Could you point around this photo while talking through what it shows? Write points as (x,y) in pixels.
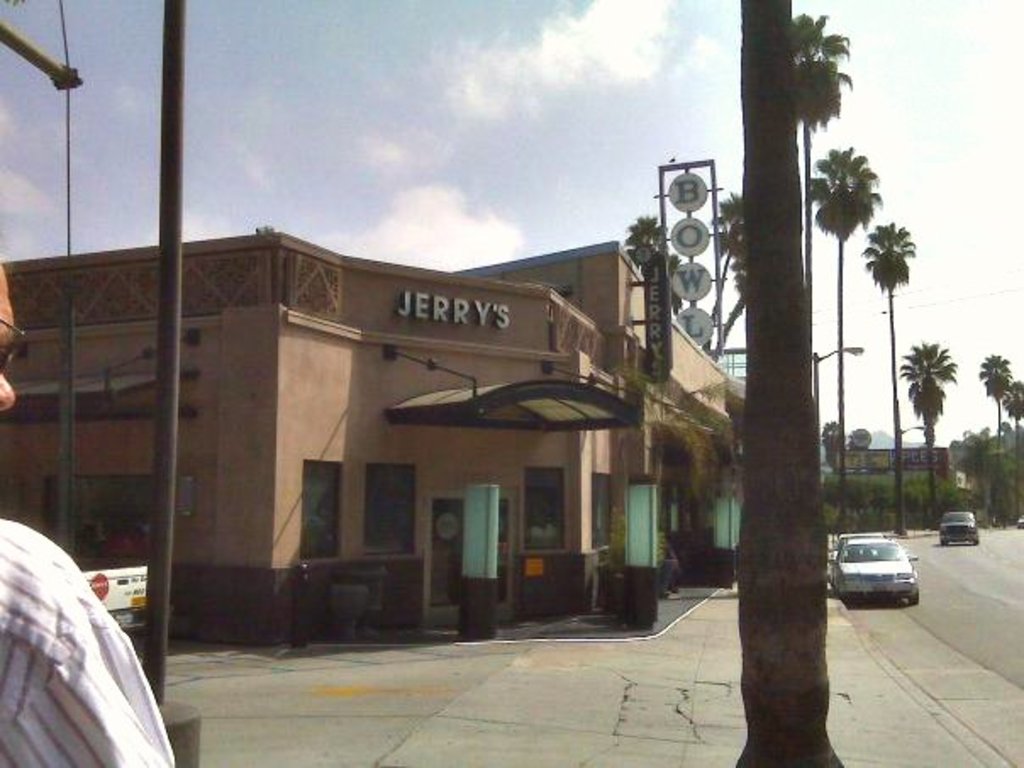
In this image we can see a building (448,518), there are some trees (774,442), vehicles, poles (817,451), lights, boards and a person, in the background (997,58), we can see the sky (944,67) with clouds (908,148).
